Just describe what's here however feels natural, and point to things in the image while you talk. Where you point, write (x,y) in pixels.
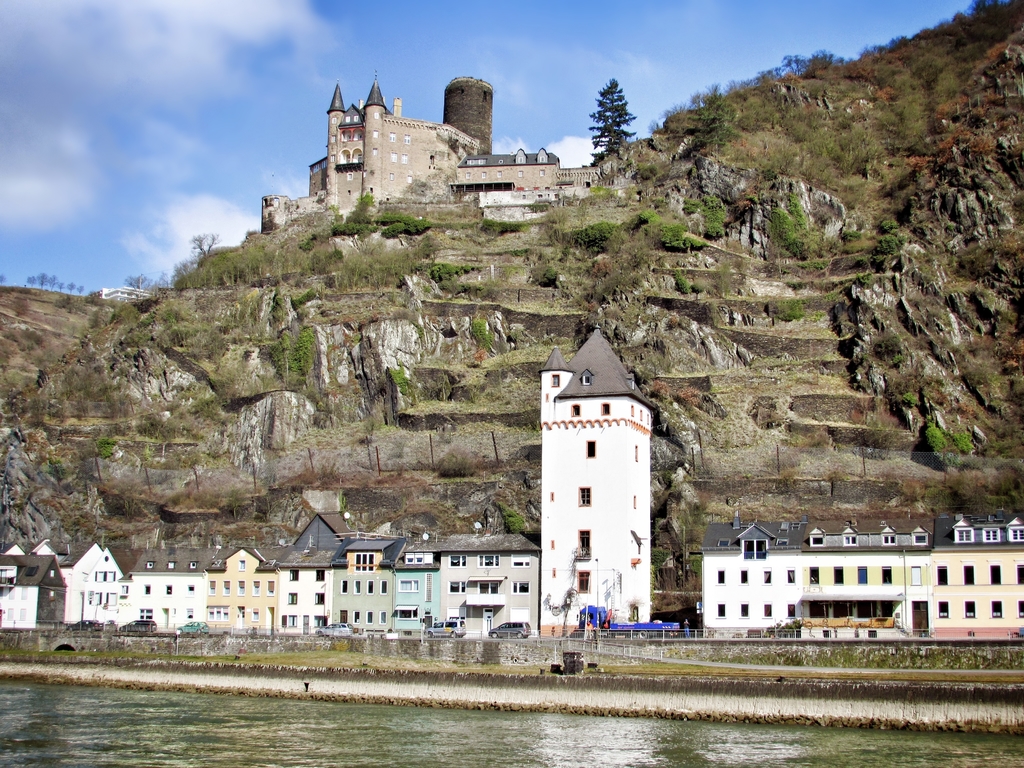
There is a sea (345,759) at the bottom of this image (408,737) and there are some buildings (346,606) in the background (510,621). as we can see there are some trees (598,240) and buildings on the mountain (369,299) in the middle of this image (382,311). There is a blue sky (256,95) at the top of this image (428,63).
